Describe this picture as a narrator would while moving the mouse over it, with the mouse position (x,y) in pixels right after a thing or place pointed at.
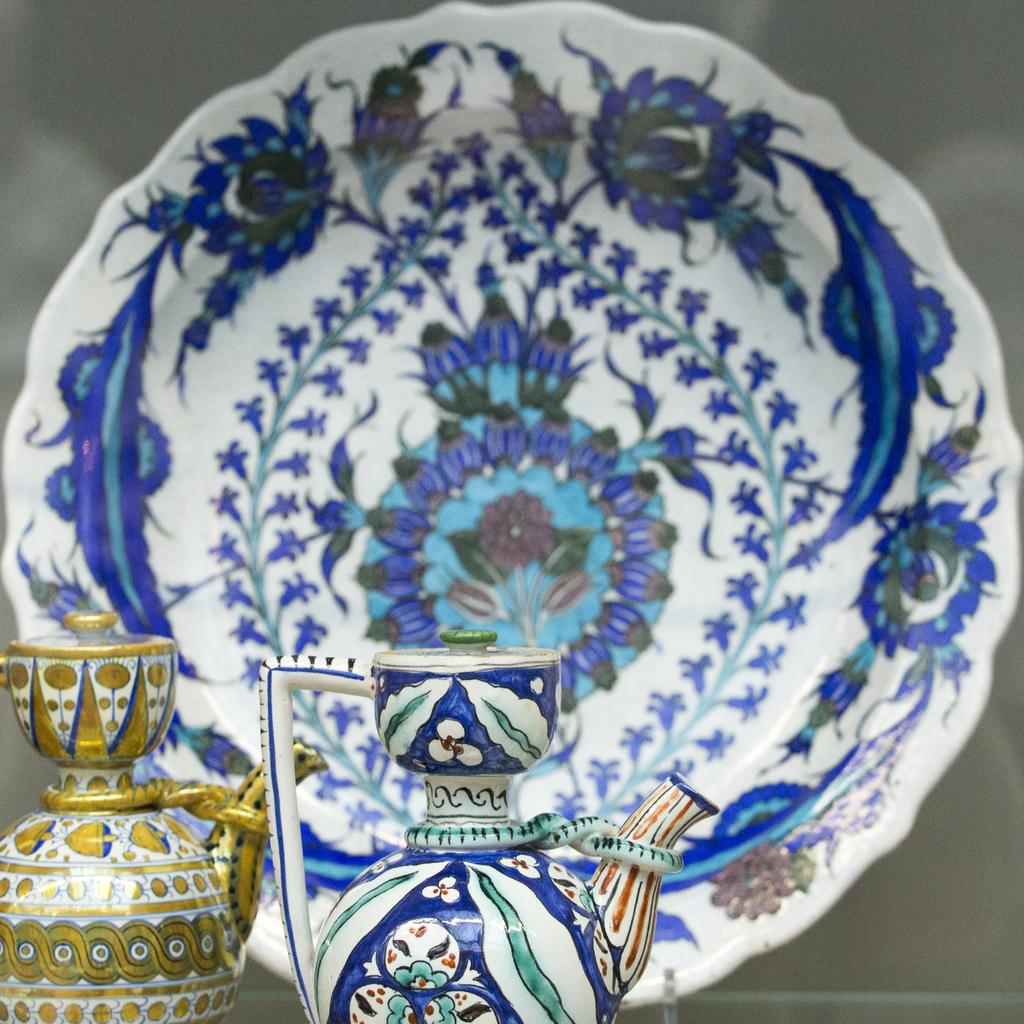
In this image we can see jars (447,899) and a plate (720,730) placed on the table (832,1013).
